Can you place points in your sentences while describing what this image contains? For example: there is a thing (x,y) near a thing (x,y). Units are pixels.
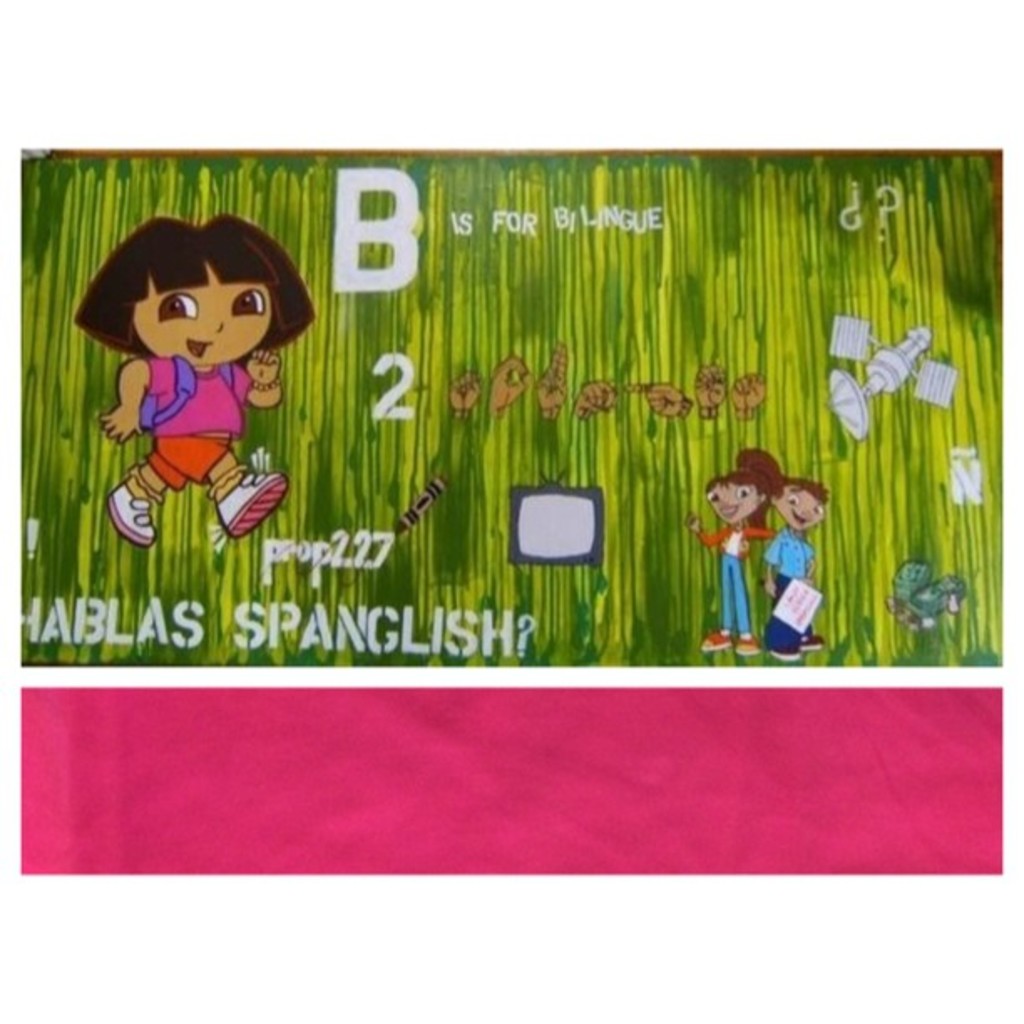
This is a collage image. In this image I can see few people (249,507) with different color dresses (726,558). I can see the white color objects (852,389) and the television (523,555). I can also see the text (345,634) and green color background (409,570). I can see the pink color image (535,810) at the bottom (480,808).
